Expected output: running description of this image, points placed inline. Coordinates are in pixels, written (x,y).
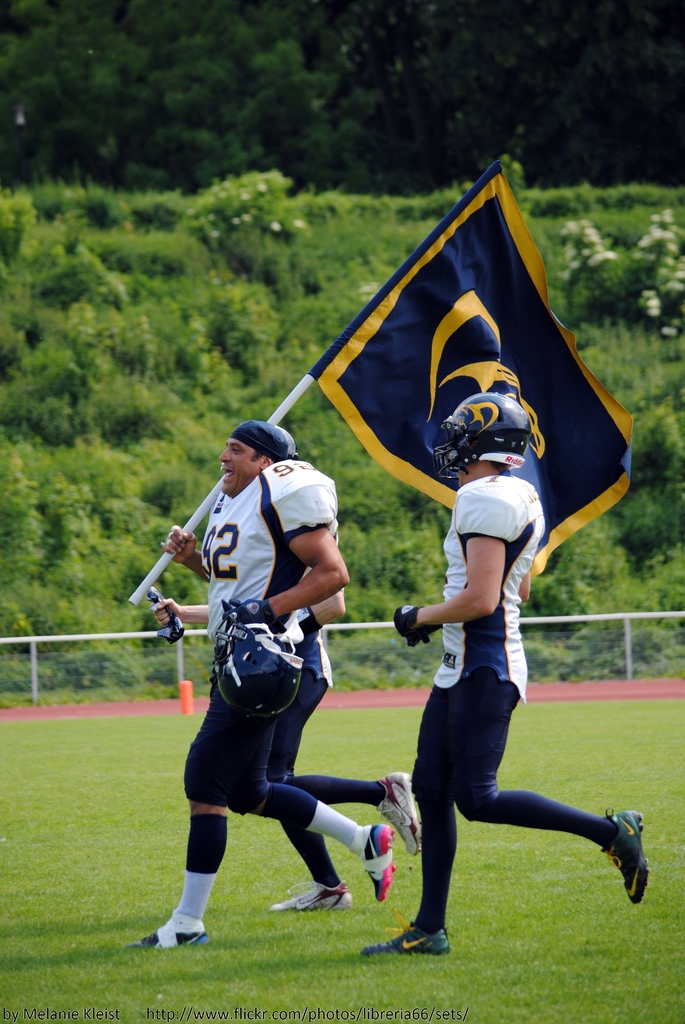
In this picture we can see there are three people (285,728) running on the grass (182,753) and a man (188,546) is holding a stick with the flag (476,348). Behind the people (267,687) there are trees (199,206) and a fence (5,679). On the image there is a watermark (217,1017).
